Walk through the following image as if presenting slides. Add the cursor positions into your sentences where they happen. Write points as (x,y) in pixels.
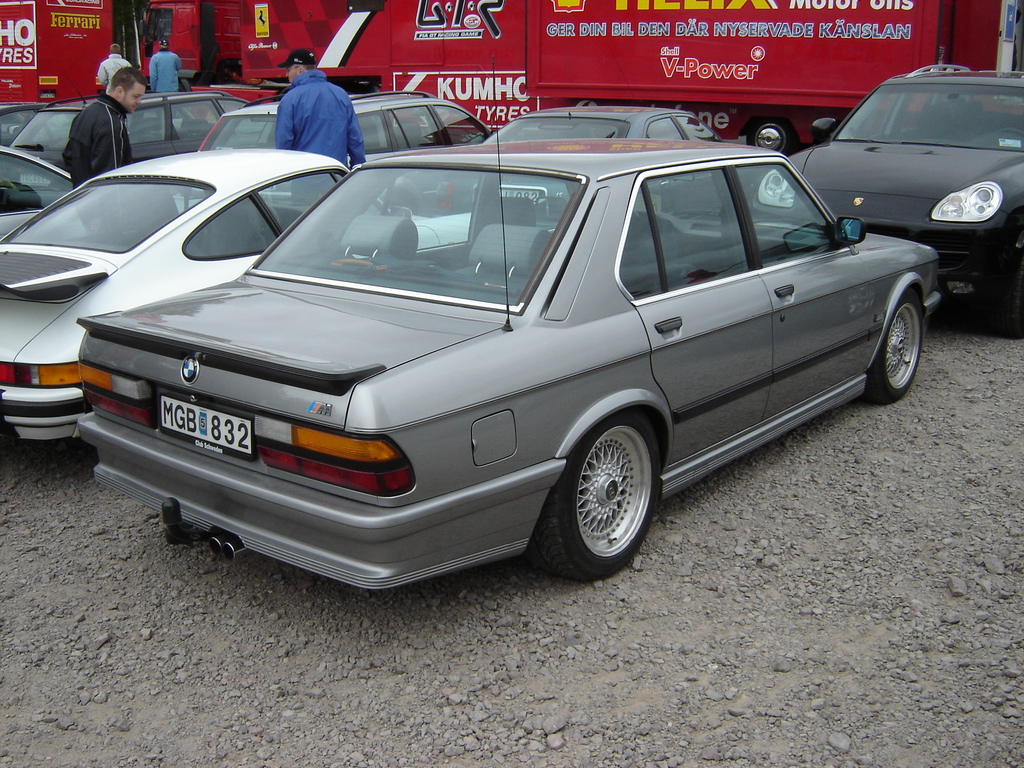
In this image, we can see cars (421,374) on the ground (518,610) and in the background (310,77), there are people (168,59) and one of them is wearing a cap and we can see some other vehicles (376,22).
